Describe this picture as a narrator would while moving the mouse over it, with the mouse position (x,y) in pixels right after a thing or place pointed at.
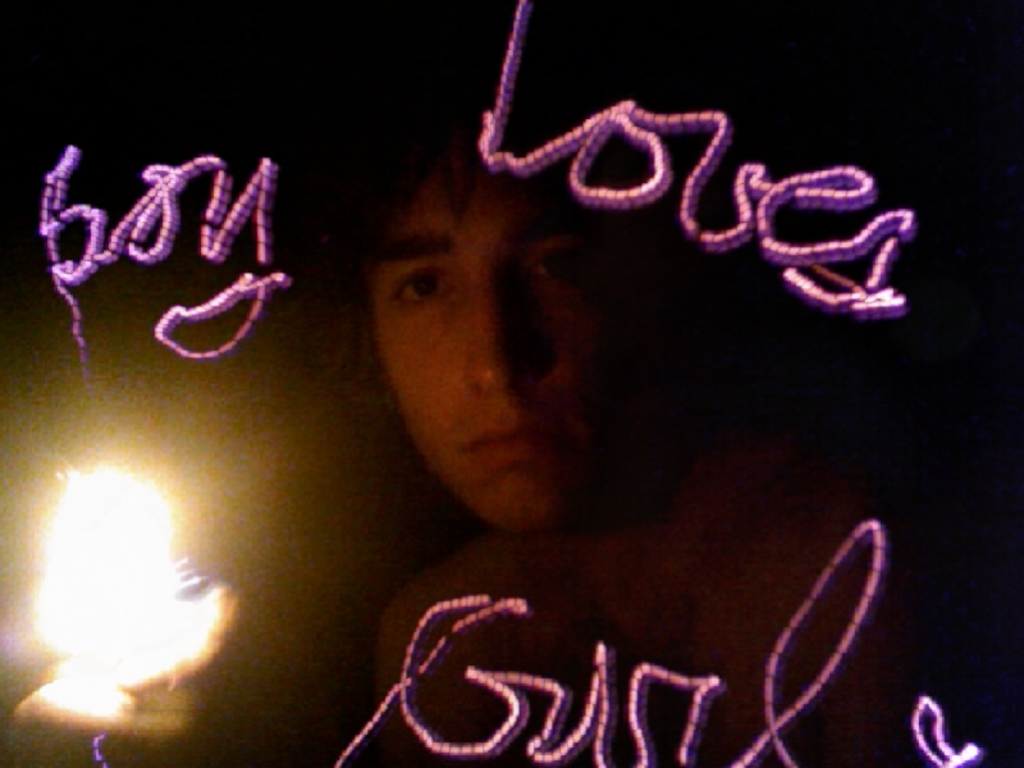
In this image we can see one person (520,346), one light (156,627) on the surface (139,751) and some text (767,171) on this picture.
